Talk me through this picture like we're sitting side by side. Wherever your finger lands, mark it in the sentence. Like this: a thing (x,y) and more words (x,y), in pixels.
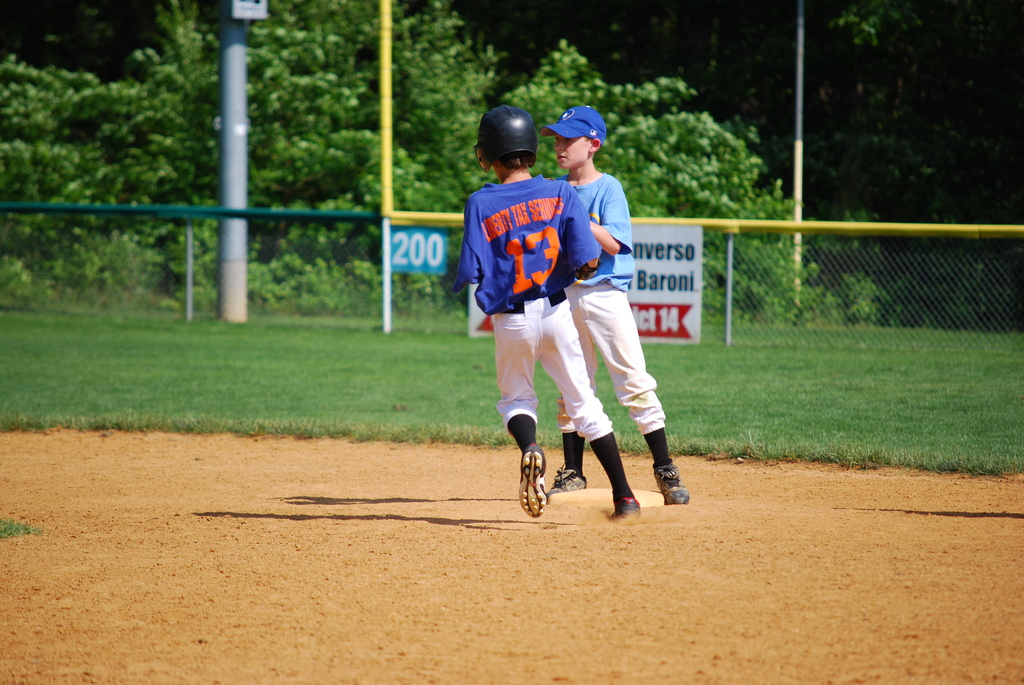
In this image there are two kids (526,374), on the surface (553,450) there is a disk (649,504), behind the kids (522,257) there is grass (461,341), a mesh fence (364,293) on the fence (740,265) there is a number (419,245) and a banner (638,292), behind the fence (371,227) there are poles (221,97) and trees (819,129).
